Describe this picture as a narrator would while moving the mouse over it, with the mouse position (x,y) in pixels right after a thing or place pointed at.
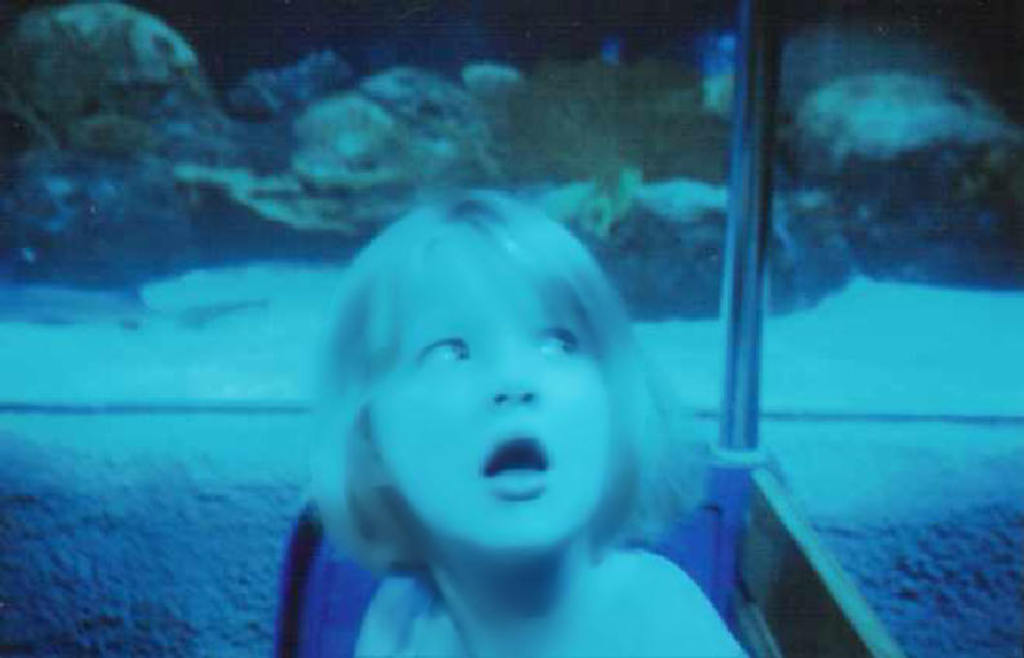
In this image we can see a girl (460,465). Also there is a pole (745,291). In the back (674,359) there is water (177,124). Also there are rocks (437,123).
